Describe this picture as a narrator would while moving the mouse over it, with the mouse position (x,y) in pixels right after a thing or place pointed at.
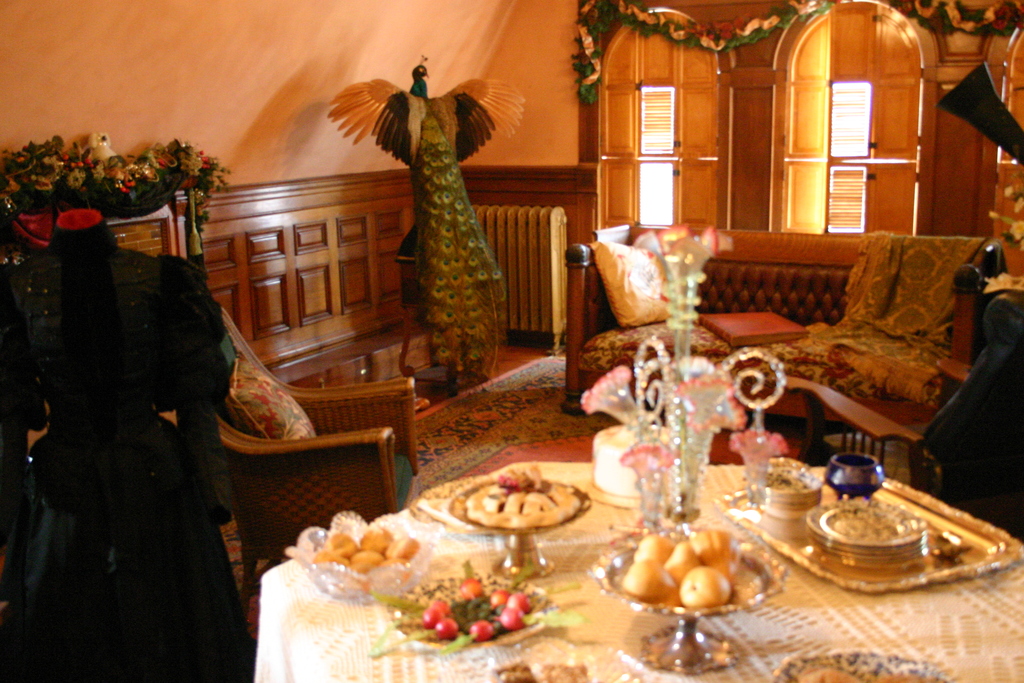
In this image we can see the sofa (575,329), chair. And we can see some food items (545,501) on the table (611,537). And we can see the windows (664,117). And we can see the wall (153,105). And we can see some other objects (165,238).
